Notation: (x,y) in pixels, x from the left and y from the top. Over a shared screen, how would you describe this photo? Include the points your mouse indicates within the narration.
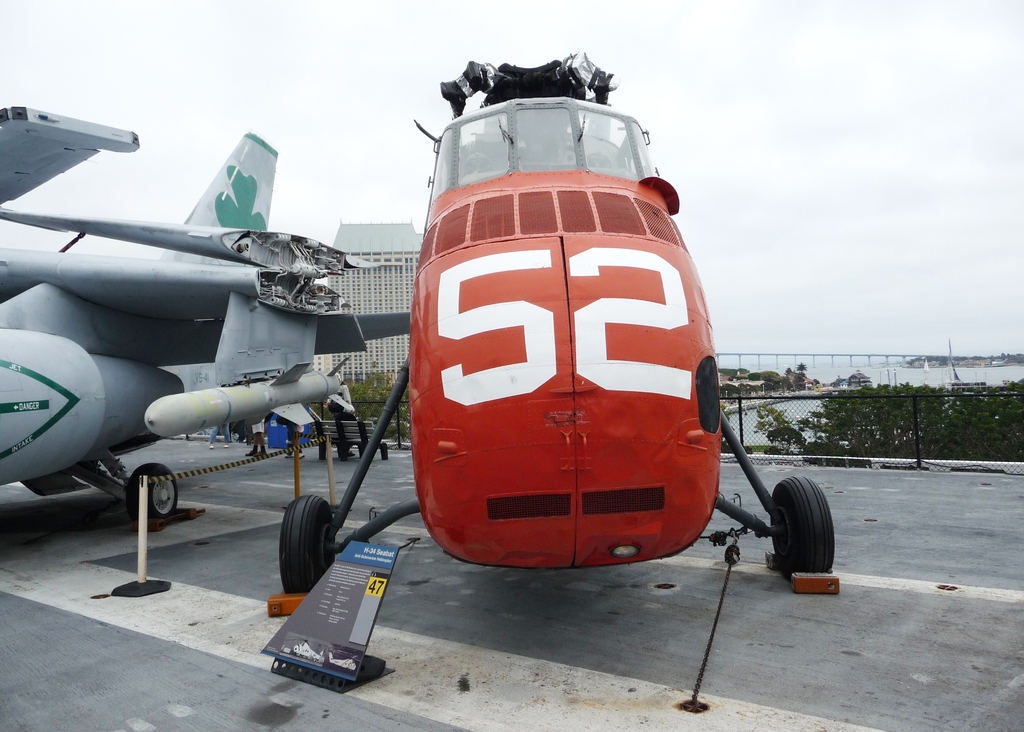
It is a helicopter (547,424), it is in orange color. On the left side (72,272) there is another aeroplane (207,377), it is in grey color. At the top (772,181) it's a cloudy sky (821,191).
